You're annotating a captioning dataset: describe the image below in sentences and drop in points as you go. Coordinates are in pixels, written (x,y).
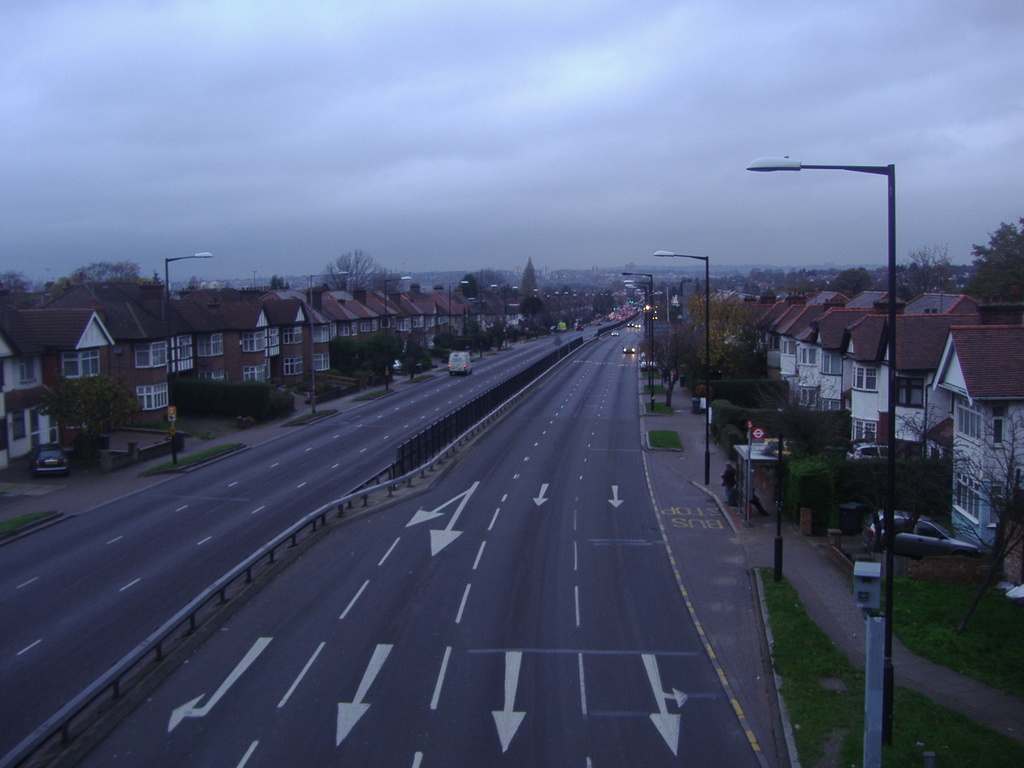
At the center of the image (564,448) there is a road (578,438). On the road (614,321) there is some vehicles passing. On the right (956,298) and left side of the image (128,344) there are few buildings (780,344), in front of the buildings (873,439) there are street lights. In the background (326,196) there is a sky (660,141).
